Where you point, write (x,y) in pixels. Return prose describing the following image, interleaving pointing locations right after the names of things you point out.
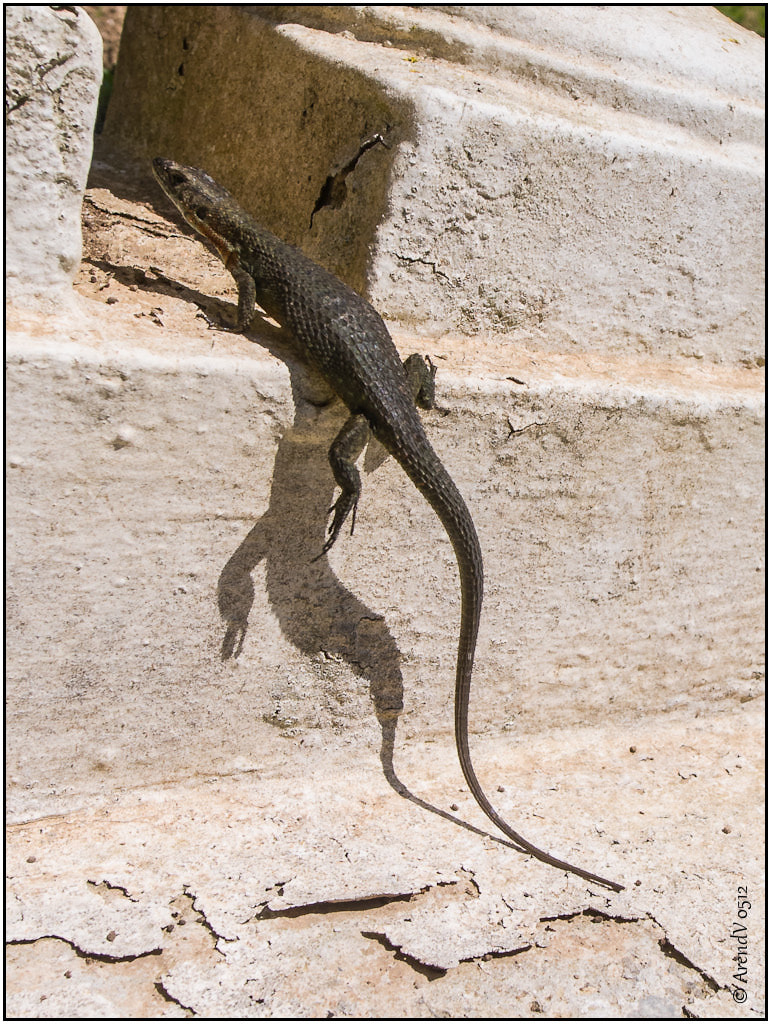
In this image there is one lizard (466,511) on the wall (525,490) as we can see in middle of this image (464,556) and there is a line of borders (2,742) to this image and there is a watermark (736,955) at bottom right corner of this image (738,886).
